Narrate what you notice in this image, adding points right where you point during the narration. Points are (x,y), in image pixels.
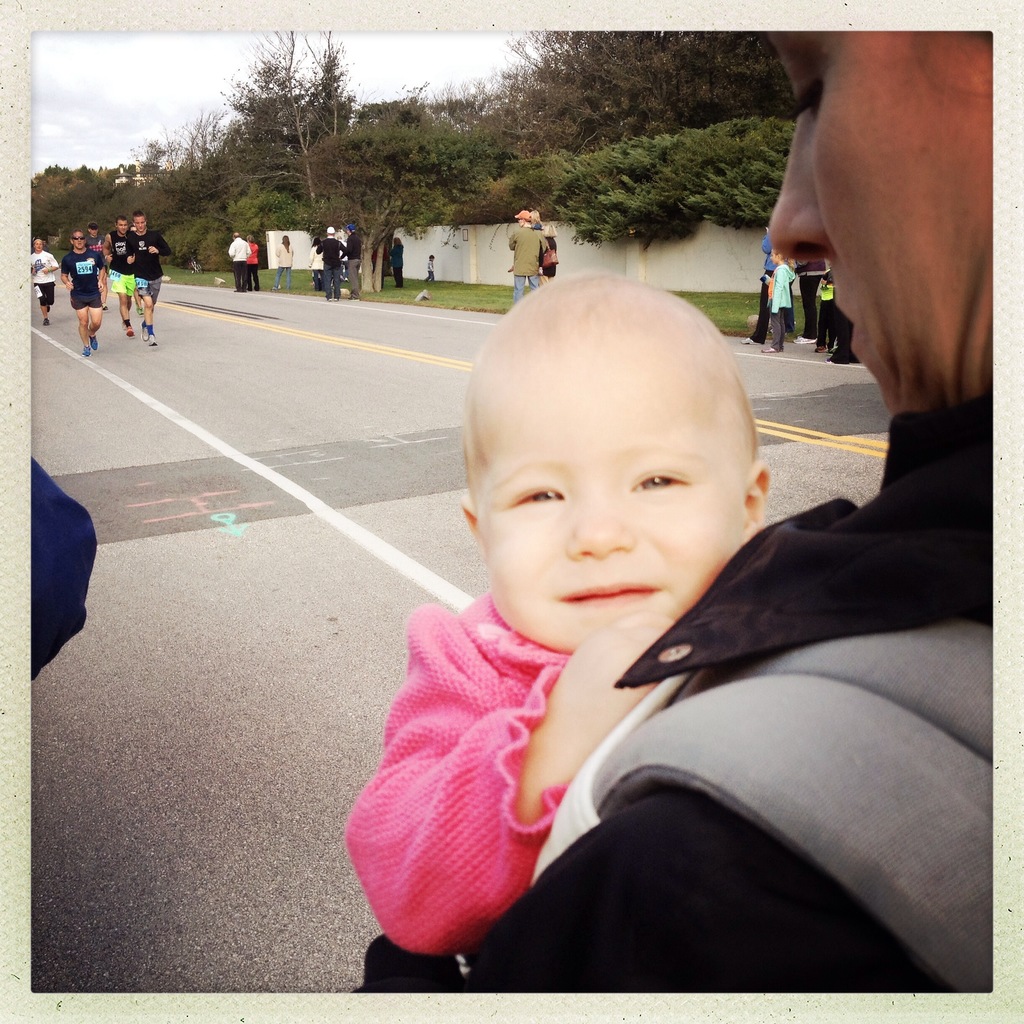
In this image we can see a group of people (120,264) standing on the ground (261,272). One woman (734,781) is carrying a baby (561,548) in her hands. In the background (759,246), we can a wall (616,270), a group of trees (383,170) and the sky (120,90).
